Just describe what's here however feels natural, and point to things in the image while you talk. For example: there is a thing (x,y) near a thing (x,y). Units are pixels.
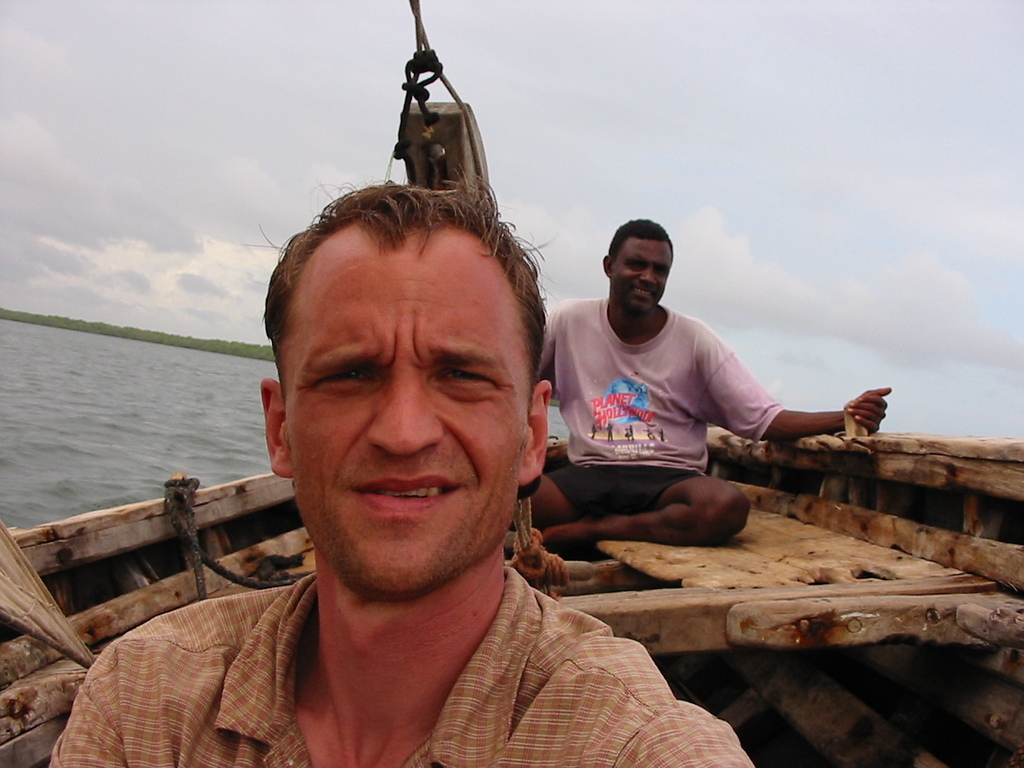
The picture is clicked in a boat (568,563). In the foreground of the picture (627,417) there are two men (568,539) sitting in a boat (719,585). On the left (148,403) there is water (140,348) and greenery (109,331). Sky (320,101) is cloudy.
